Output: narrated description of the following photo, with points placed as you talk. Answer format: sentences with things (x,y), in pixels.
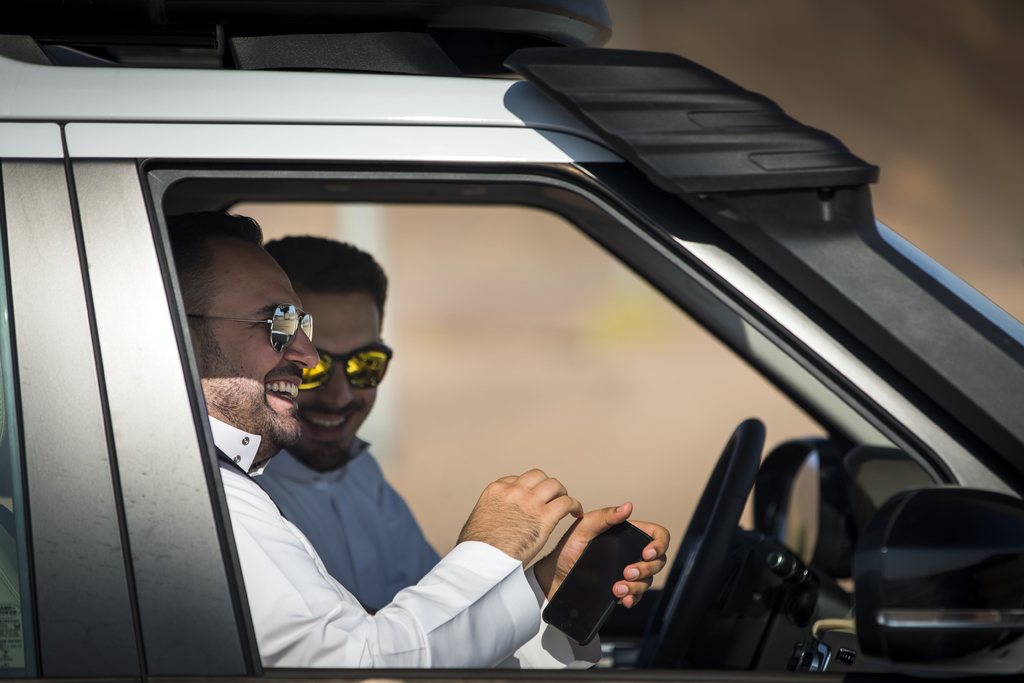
In this image two people (253,552) are sitting inside a car (186,490). They are smiling. They are wearing white and light blue cloth (344,588) and sunglasses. The person (281,390) on the front (492,602) is holding a mobile phone (600,560).
